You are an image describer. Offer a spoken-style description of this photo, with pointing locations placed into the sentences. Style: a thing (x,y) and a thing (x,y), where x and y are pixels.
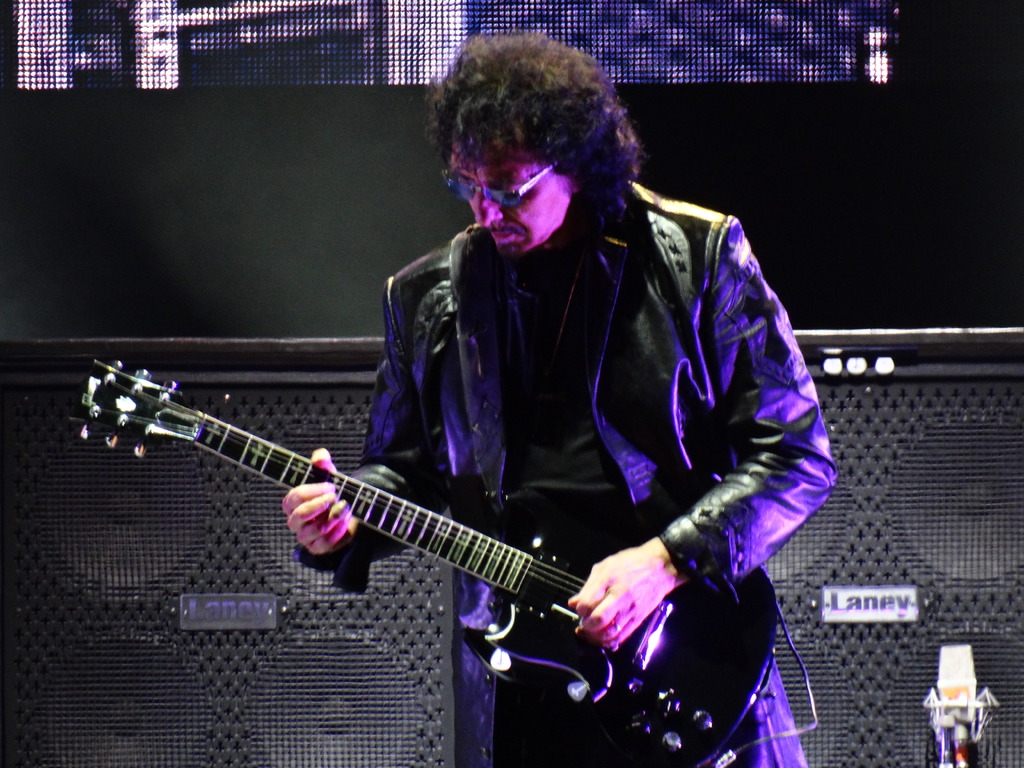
In this image I see a man (558,468) who is wearing a jacket (401,364) and is holding the guitar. In the background (90,516) I see the speakers (81,507).
